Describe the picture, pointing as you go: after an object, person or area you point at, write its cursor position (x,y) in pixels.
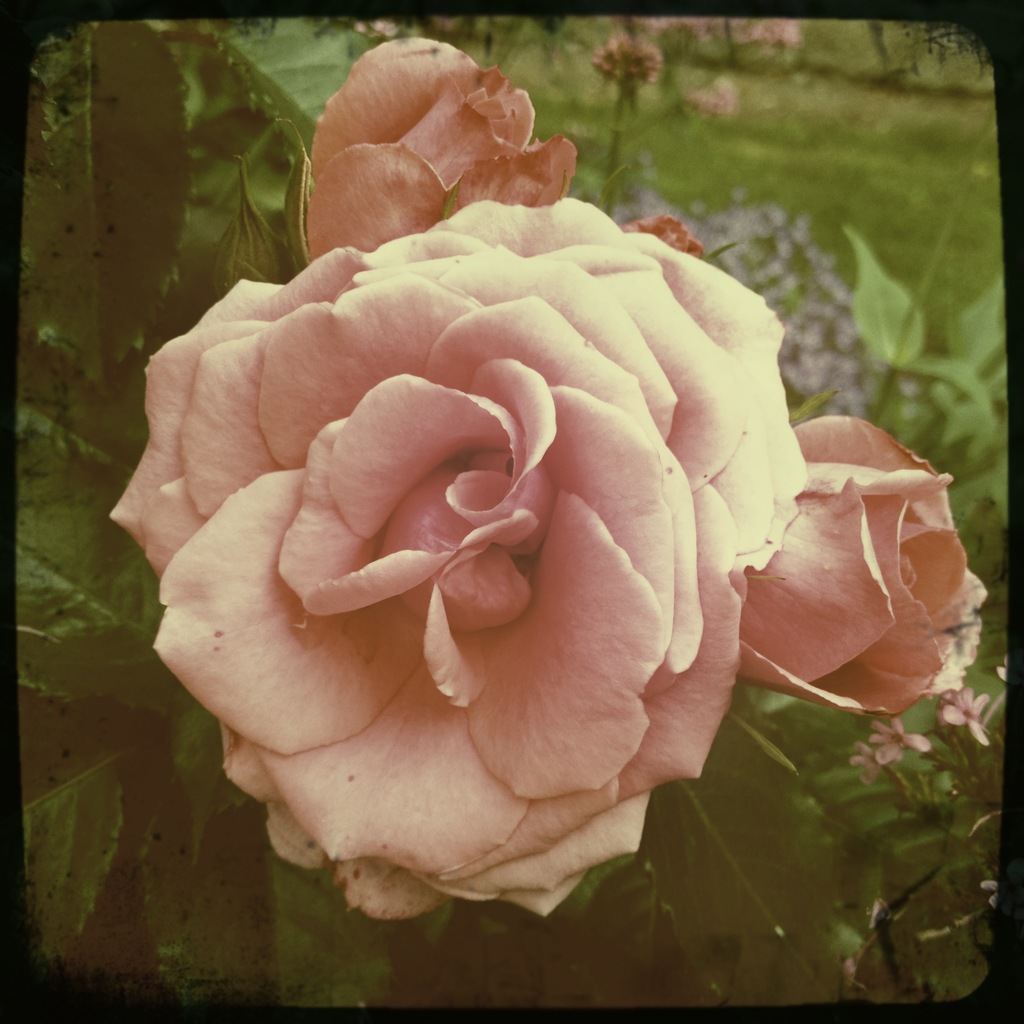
In this image we can see a pink color flower (334,560) and leaves (878,860).
